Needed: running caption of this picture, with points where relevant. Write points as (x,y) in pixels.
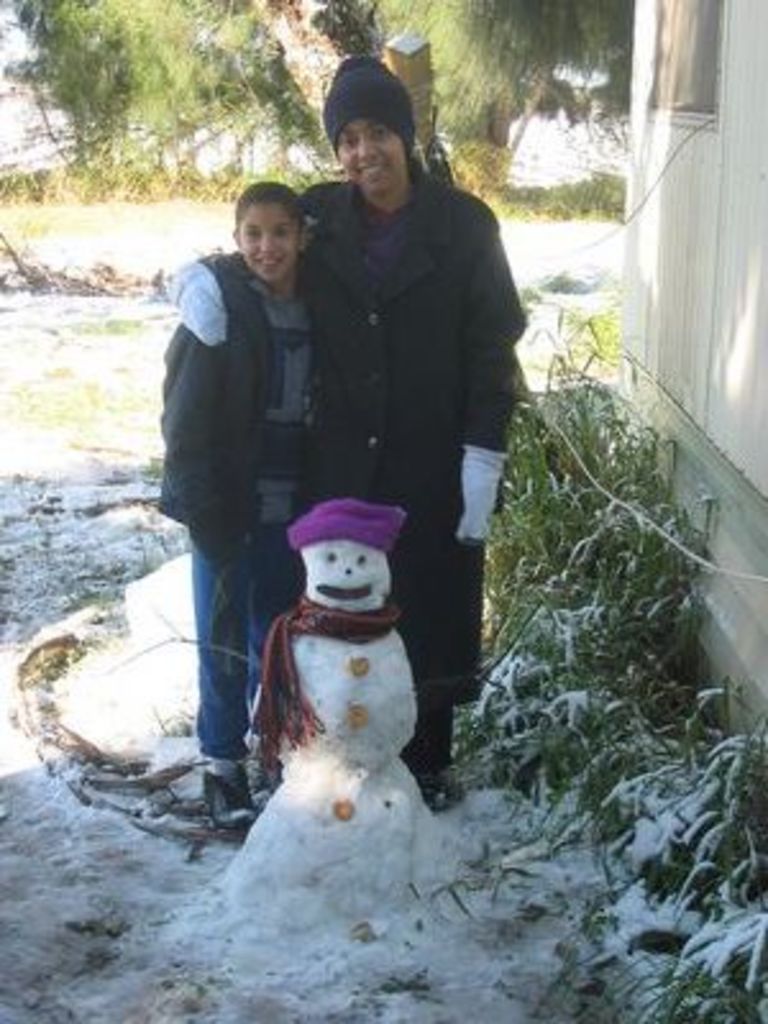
In this image there are two people (284,372) standing. In front of them there is a snowman (321,829). There are buttons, a scarf (278,709) and a cap (362,509) on the snowman (319,839). To the right (698,275) there is a wall (710,287) of a house (685,278). Beside the wall (716,263) there are plants (626,626) on the ground (537,369). In the background (477,5) there are trees (192,11). There is snow (196,901) on the ground (165,958).
